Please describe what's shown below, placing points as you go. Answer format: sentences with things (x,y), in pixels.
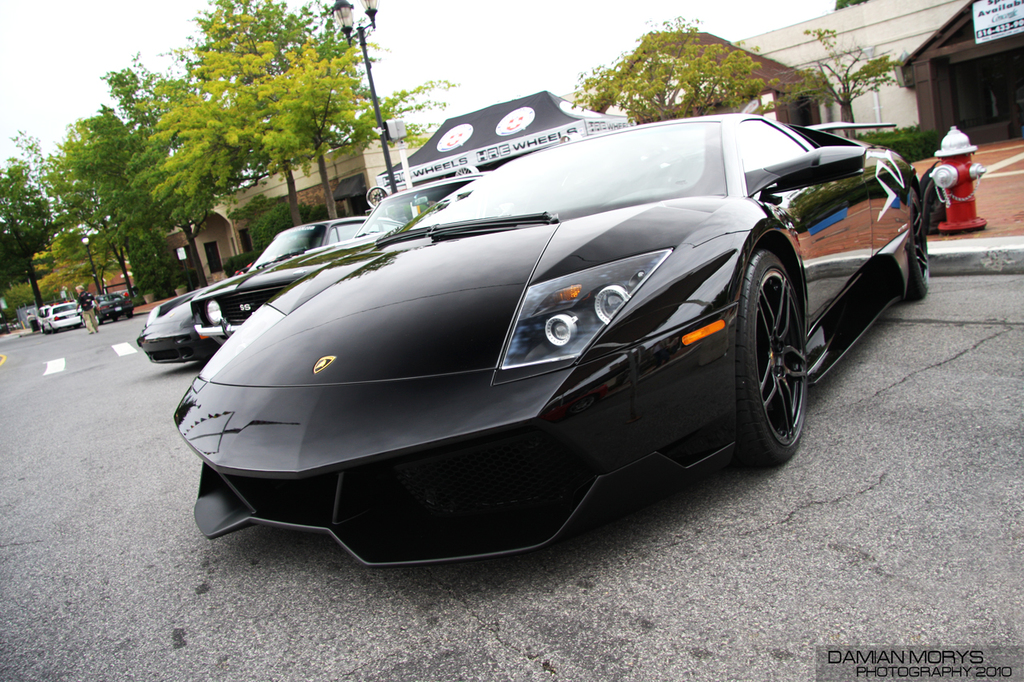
In the foreground of the picture (293,263) there are cars (360,269) parked on the road (904,456). In the background (360,83) there are trees (321,146), building (344,156), streetlight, tent (573,107), plants (897,134), pavement (994,166), pump (943,156) and other objects (982,31). In the background (82,315) towards left (82,307) there are cars (56,311) and people (82,307) and trees (23,279). Sky (38,83) is cloudy.
